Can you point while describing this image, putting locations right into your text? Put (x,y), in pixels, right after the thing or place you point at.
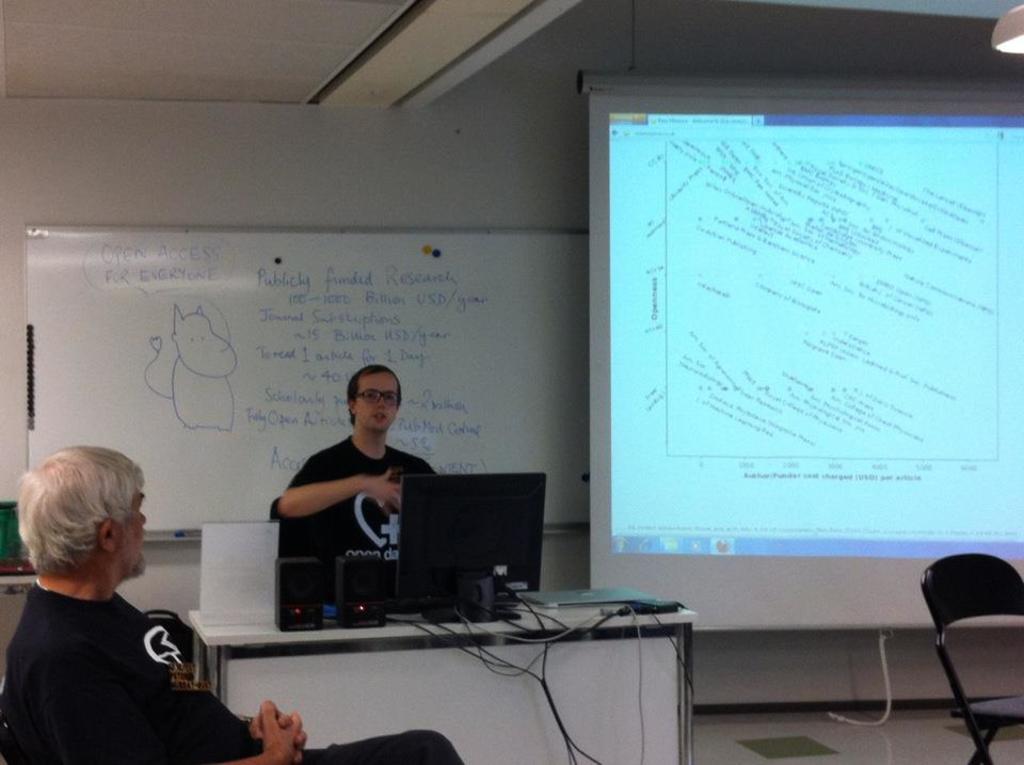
In the picture we can find two men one man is sitting and one man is standing. The man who is standing is explaining something and in the background (501,308) we can find a board (477,274) some information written on it and just beside to it we can find a screen (614,284) and opposite to it there is a chair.
